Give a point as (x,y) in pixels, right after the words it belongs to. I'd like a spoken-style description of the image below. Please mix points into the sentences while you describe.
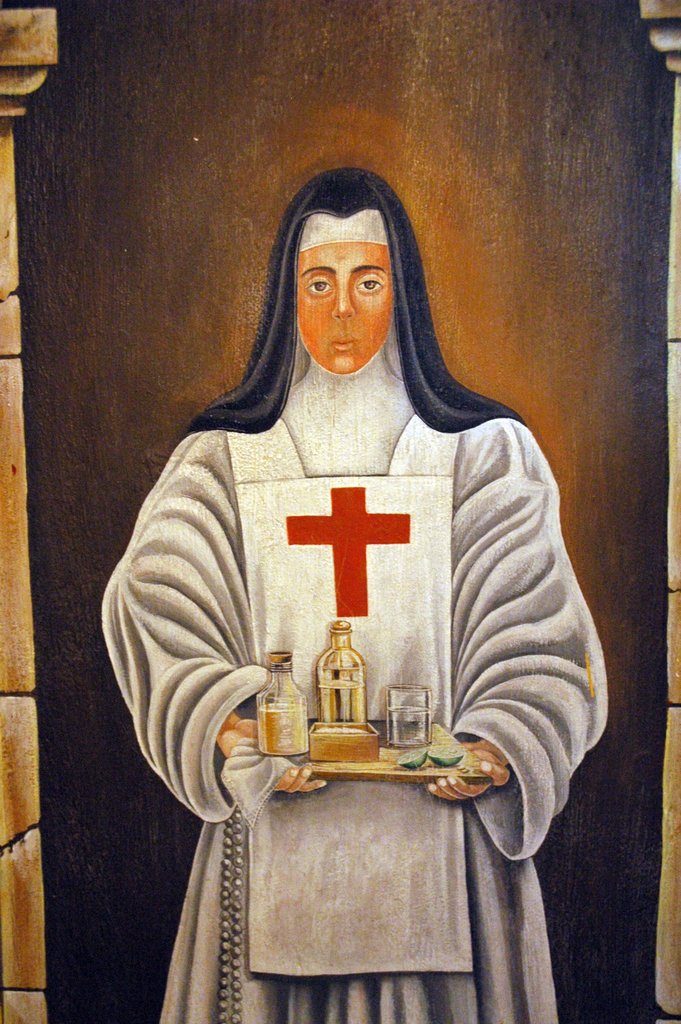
In this image we can see painting (268,333) of a nun (268,333) holding a tray (326,752) with bottles (320,677), glass (403,742) and some other things (377,744).
